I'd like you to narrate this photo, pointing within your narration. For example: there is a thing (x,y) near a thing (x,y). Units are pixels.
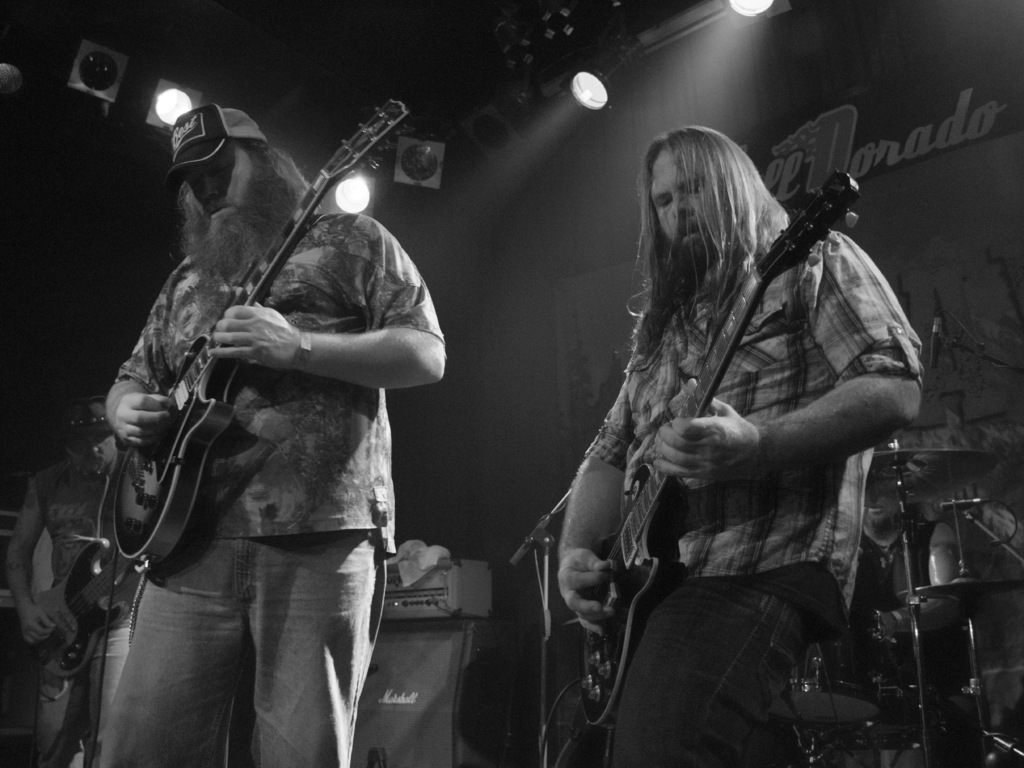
The image is taken in a music concert. There are three people (239,598) standing and playing guitar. There is a stand (529,540). In the background (925,620) there is a man (931,578) playing a drum (938,627). At the top (428,151) there are lights (428,151).
